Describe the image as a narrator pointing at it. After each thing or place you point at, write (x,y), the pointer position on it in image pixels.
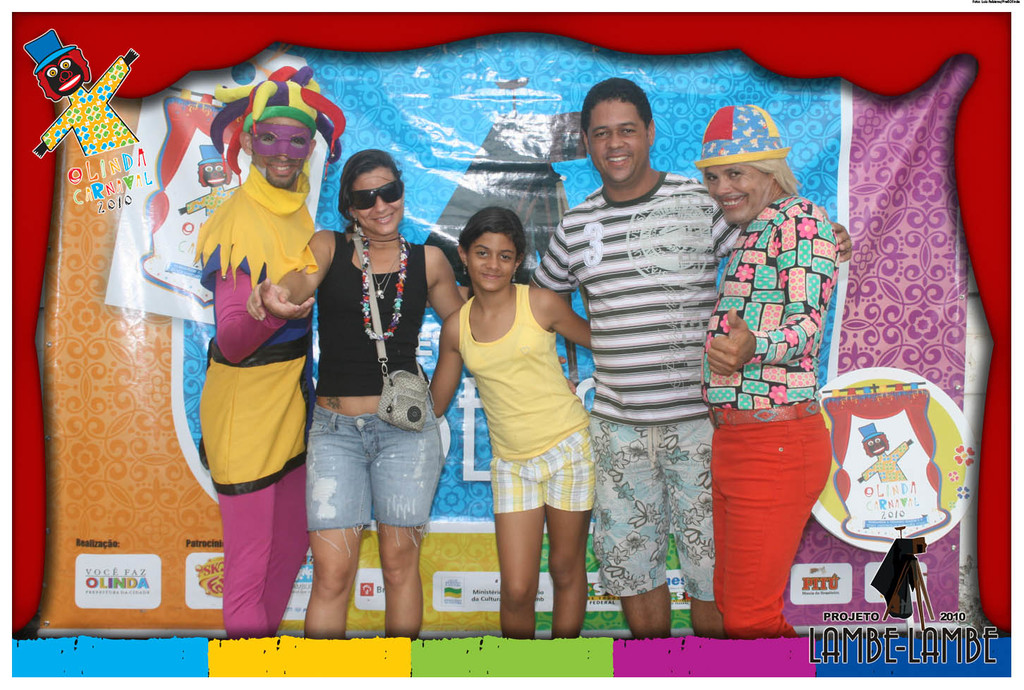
In the image in the center (502,355), we can see a few people (412,245) are standing and they are smiling and they are in different costumes (280,262). In the background (476,133) there is a banner (856,320).
